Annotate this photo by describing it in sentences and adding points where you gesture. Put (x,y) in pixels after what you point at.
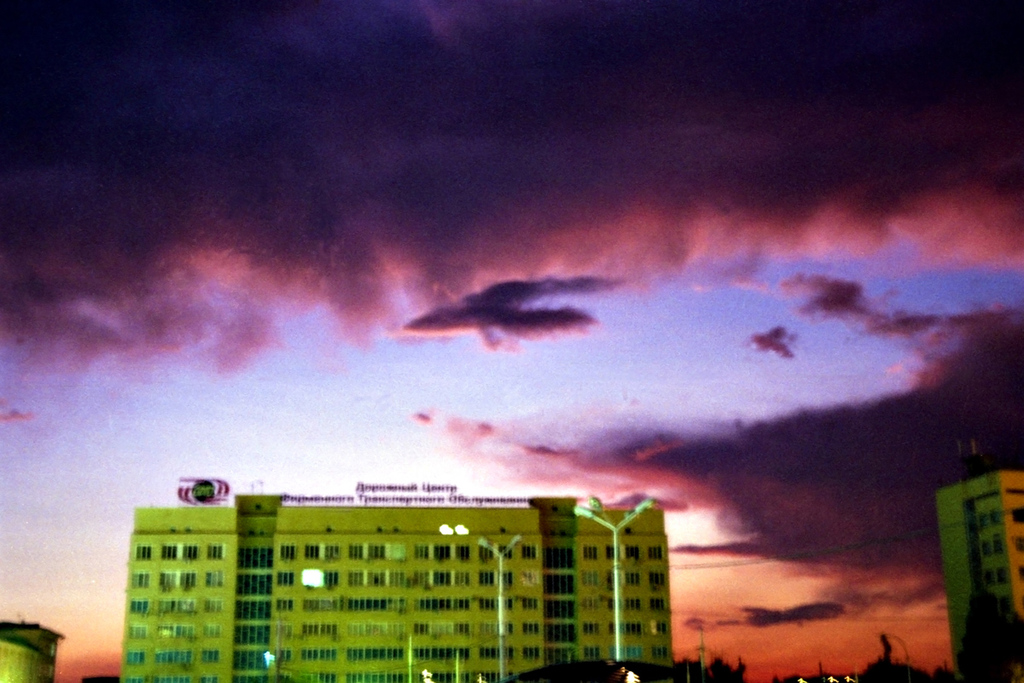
In this picture there is a building (434,568) which has few street lights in front of it and there is some thing written above the building (393,514) and there is a building (954,583) on either sides of it and there are trees (808,679) in the background (727,680) and the sky (477,246) is cloudy.
